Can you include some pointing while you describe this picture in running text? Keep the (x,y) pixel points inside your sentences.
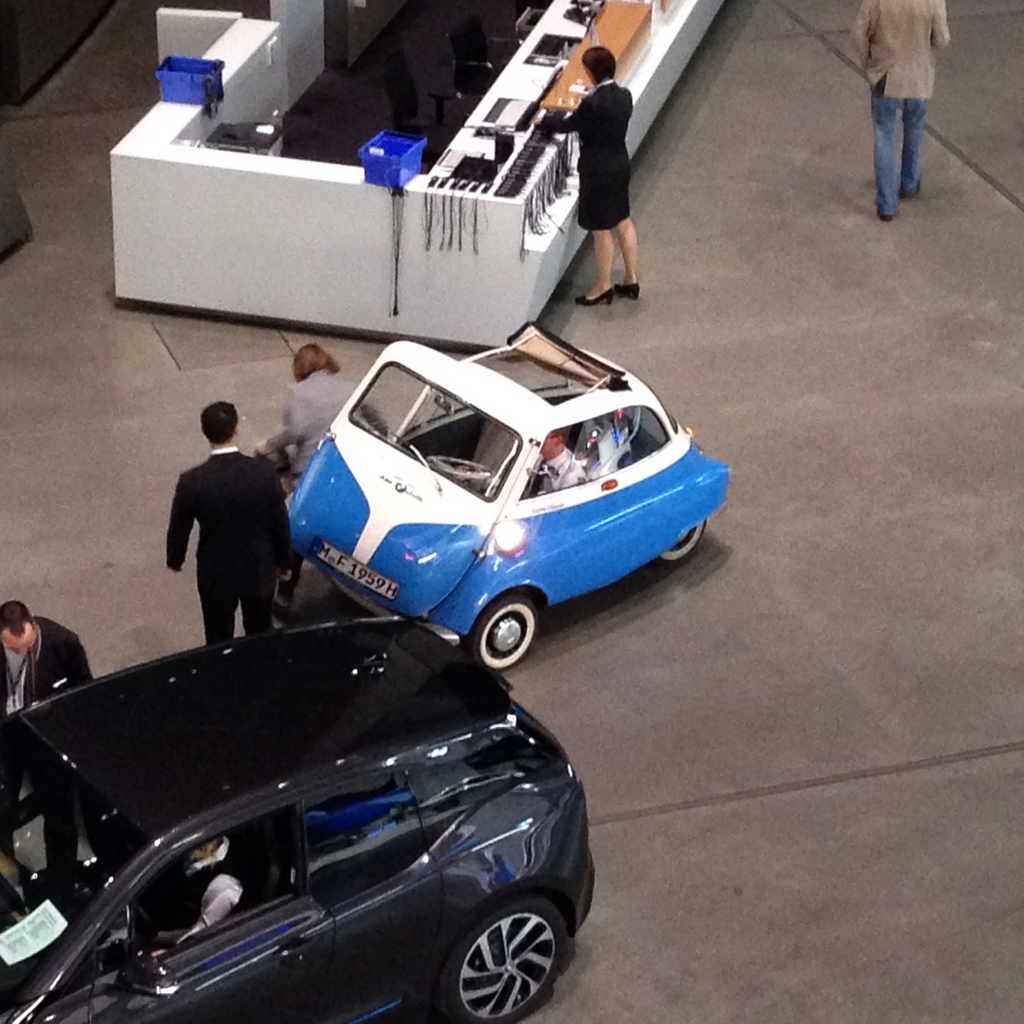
This is a picture taken in a room (537,381), on the floor (947,122) there is a black car (522,834) and the man (180,937) riding the car (356,898) and there is other car (493,511) in blue and white color. Background of the car (421,417) is a reception (353,176) and the woman (582,138) in black dress (585,160) standing on the floor (663,285).
